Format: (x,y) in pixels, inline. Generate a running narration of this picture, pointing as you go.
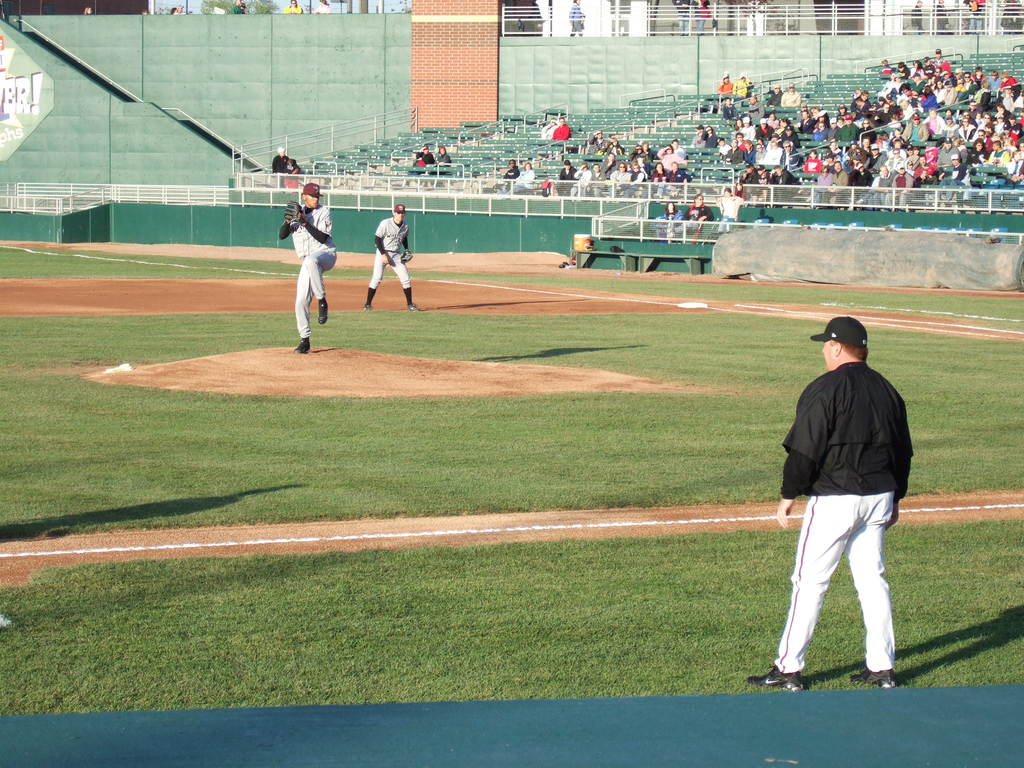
In this image I can see a person (839,455) wearing black and white colored dress (845,459) is standing in the ground (783,606). In the background (396,246) I can see two other persons (328,244) are standing, the stadium (568,204), number of persons (561,131) in the stadium (980,175), few trees (257,9), the railing (661,21), few persons (699,19) standing and the sky (400,1).
